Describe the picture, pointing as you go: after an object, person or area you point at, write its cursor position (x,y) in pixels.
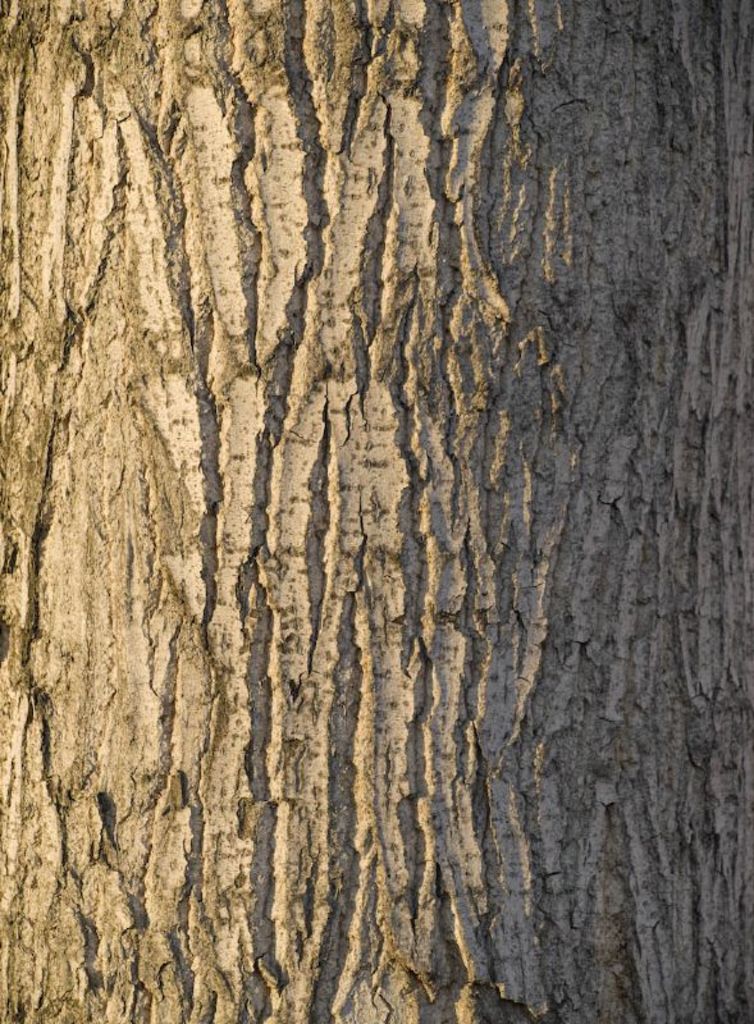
In this picture we can see a tree trunk (345,590).
